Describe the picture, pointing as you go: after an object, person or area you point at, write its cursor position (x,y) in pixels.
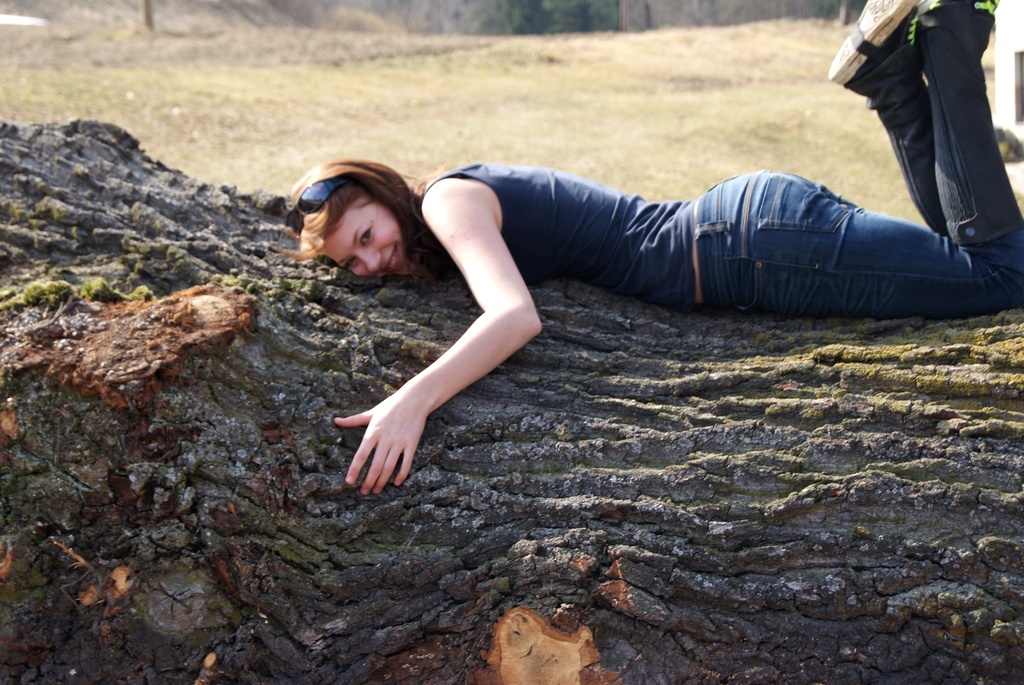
In this image I can see a woman (466,336) is lying in the front (793,195) and I can see smile on her face (397,257). I can also see she is wearing blue colour top (602,230), blue jeans (839,220), black shoes (893,53) and I can also see black shades (333,184) on her head (346,230).
